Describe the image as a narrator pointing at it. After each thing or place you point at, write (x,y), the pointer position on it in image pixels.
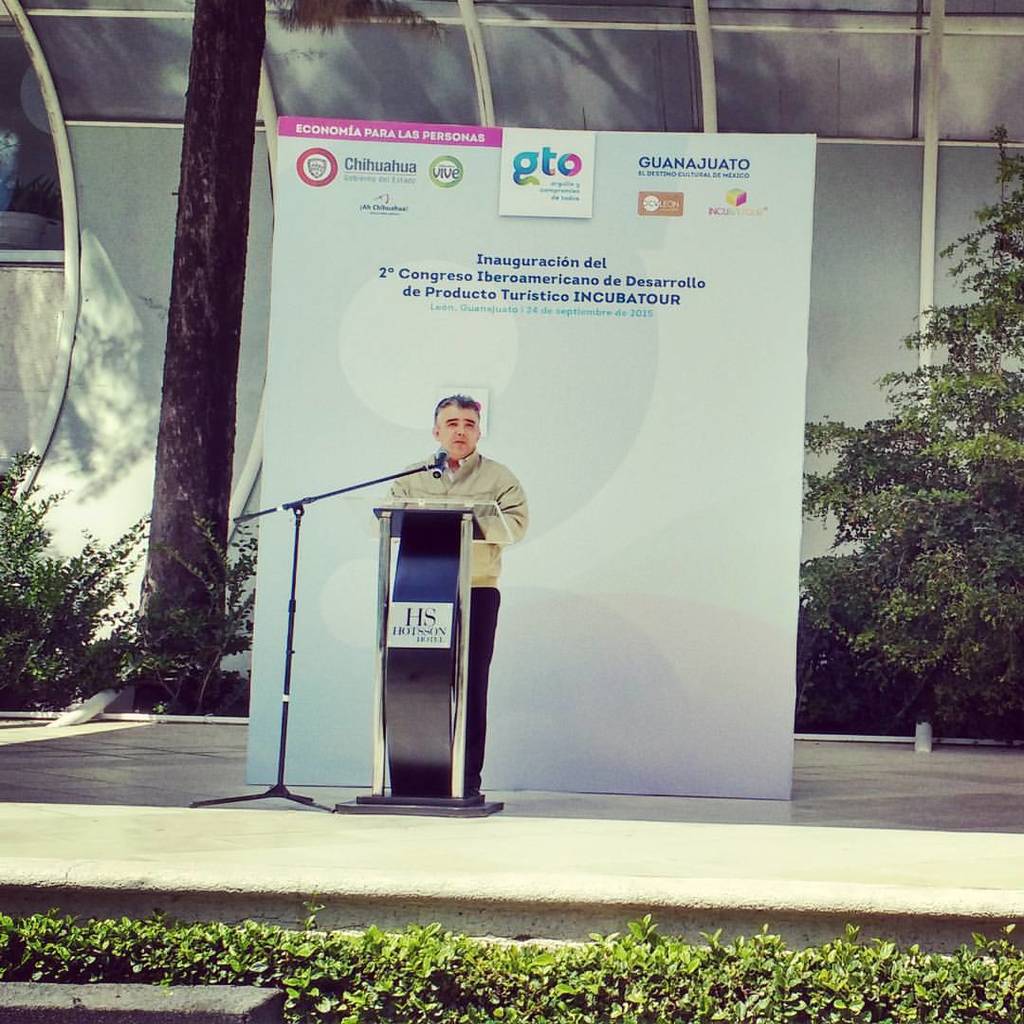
In the center of the image (436,479) we can see a person (481,560) standing at the desk (463,680) and mic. In the background (231,386) we can see an advertisement (438,301), trees (235,95) and building (48,299). At the bottom of the image (51,914) we can see plants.
